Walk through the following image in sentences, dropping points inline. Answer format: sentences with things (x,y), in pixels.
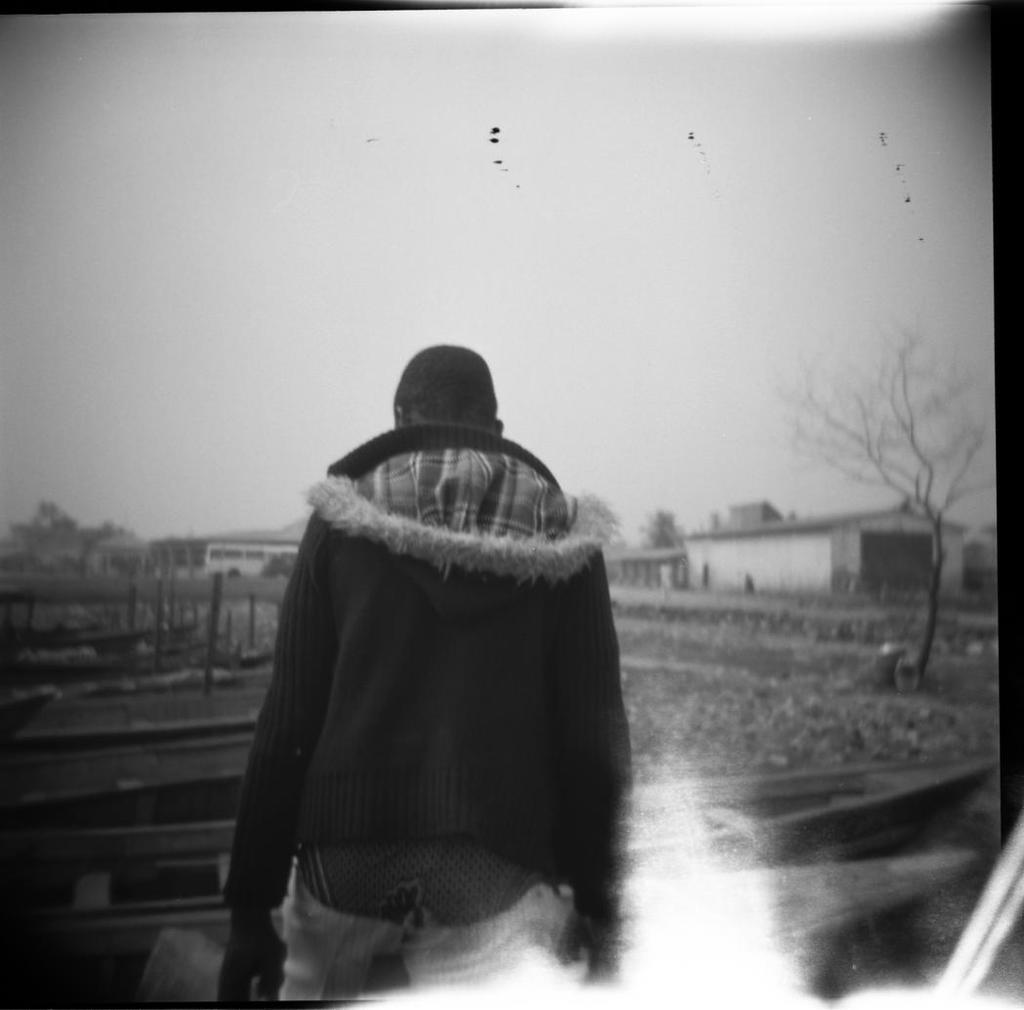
In front of the image there is a person (450,673) standing, in front of the person (264,801) there are boards (211,728), grass (633,683), wooden rods (209,646). In the background of the image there are houses (799,554) and trees (667,531).
